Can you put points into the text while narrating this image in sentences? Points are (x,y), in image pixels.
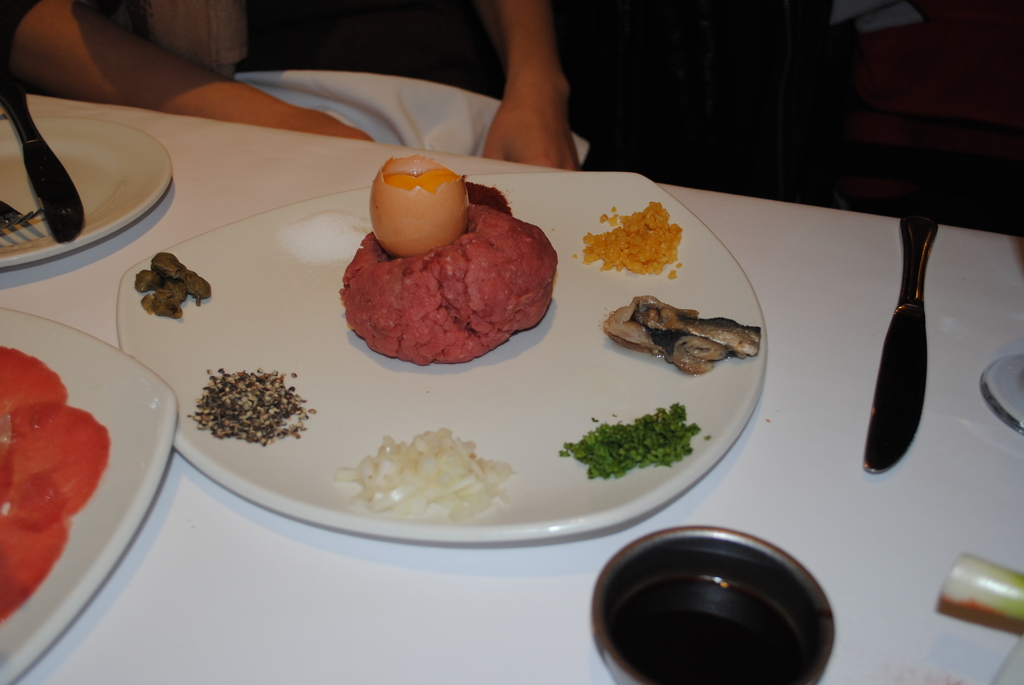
In this image, we can see some food (29,572) and items (405,470) are there on the plates (199,438). These plates (283,479) are placed on the white surface (425,631). Here we can see a bowl (820,612), knife (922,366). Left side of the image (9,224), we can see a plate (118,206) with knife (56,201) and fork (24,218). Top of the image (554,97), we can see human hands (546,101) and cloth (429,124).
